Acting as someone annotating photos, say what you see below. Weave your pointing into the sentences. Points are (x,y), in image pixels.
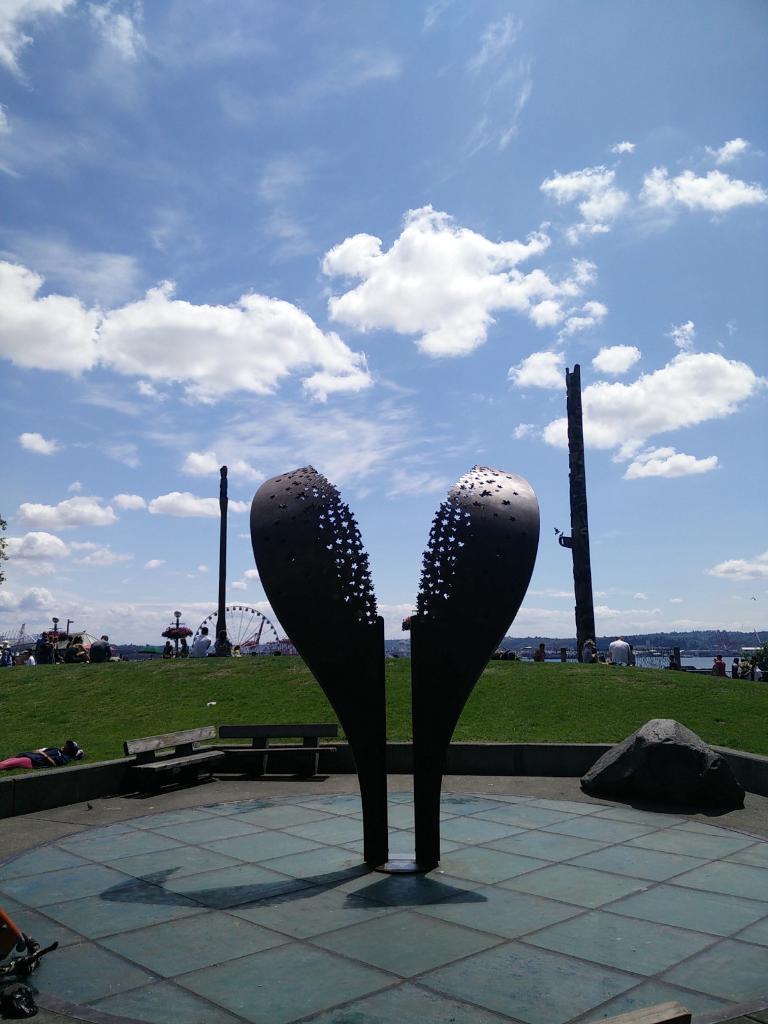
In this image in the center (362,626) there are some statues (358,735) and in the background (46,651) there are some trees (701,642) and some persons (184,652) and one giant wheel (228,624), and on the right side (573,530) and left side there are two poles (584,638). At the bottom (457,937) there is a floor (319,840) and on the left side (164,773) there are two benches (271,732), and in the center (287,661) there is grass (222,685). On the top of the image (456,309) there is sky (391,475).
